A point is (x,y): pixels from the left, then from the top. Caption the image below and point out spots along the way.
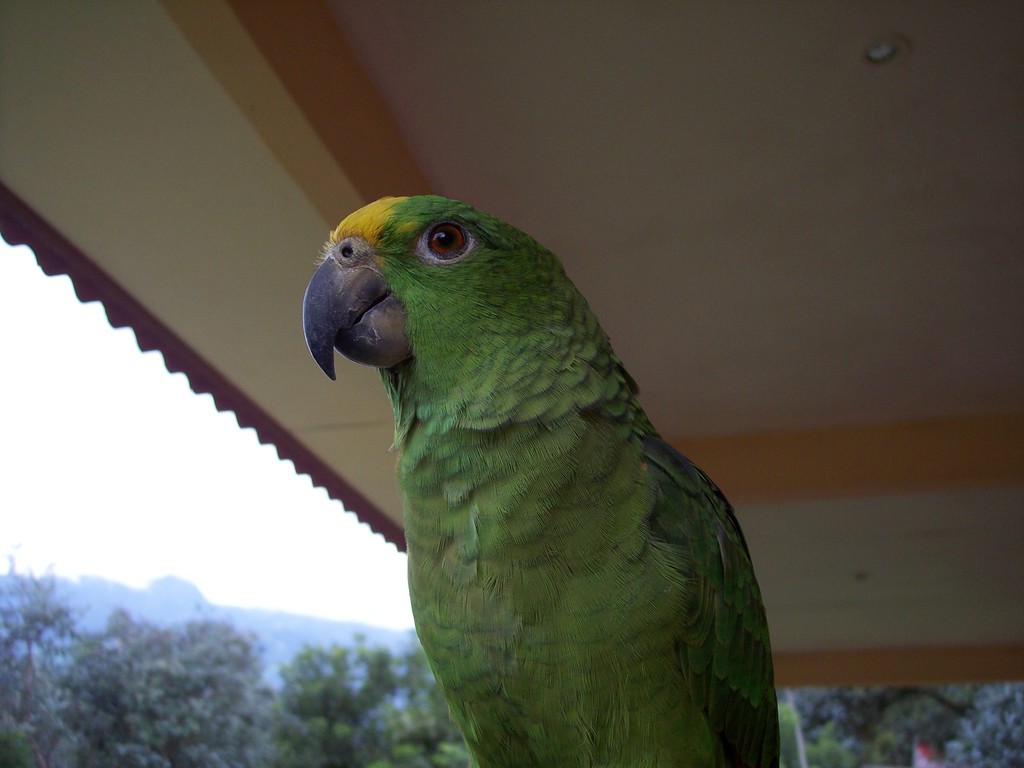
In the image we can see a parrot (422,456). Behind the parrot (554,401) there is ceiling (864,15) and there are some trees (327,758). On the left side of the image (170,400) there is sky (63,285).
